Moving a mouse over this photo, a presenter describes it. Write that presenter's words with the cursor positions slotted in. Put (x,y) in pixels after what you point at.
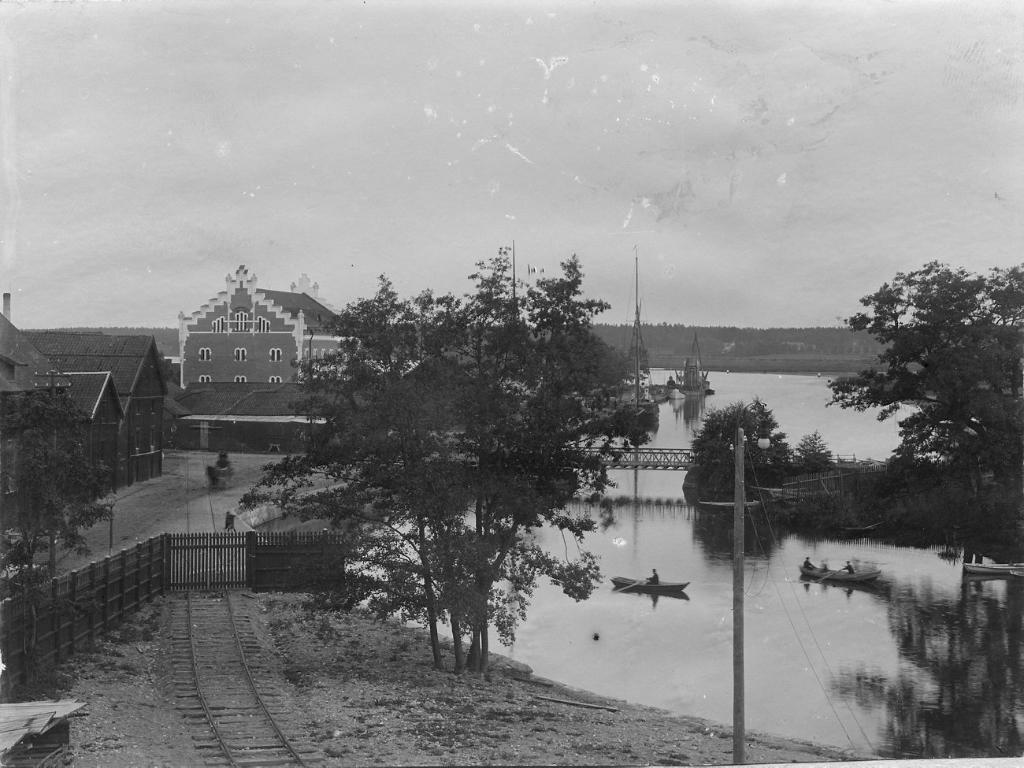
In this black and white image there are buildings (294,329), trees (324,460), railway track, railing (282,570) and few boats (1000,563) on the river (831,642), there is a bridge (665,468) and in the background (551,195) there is the sky (539,208).
